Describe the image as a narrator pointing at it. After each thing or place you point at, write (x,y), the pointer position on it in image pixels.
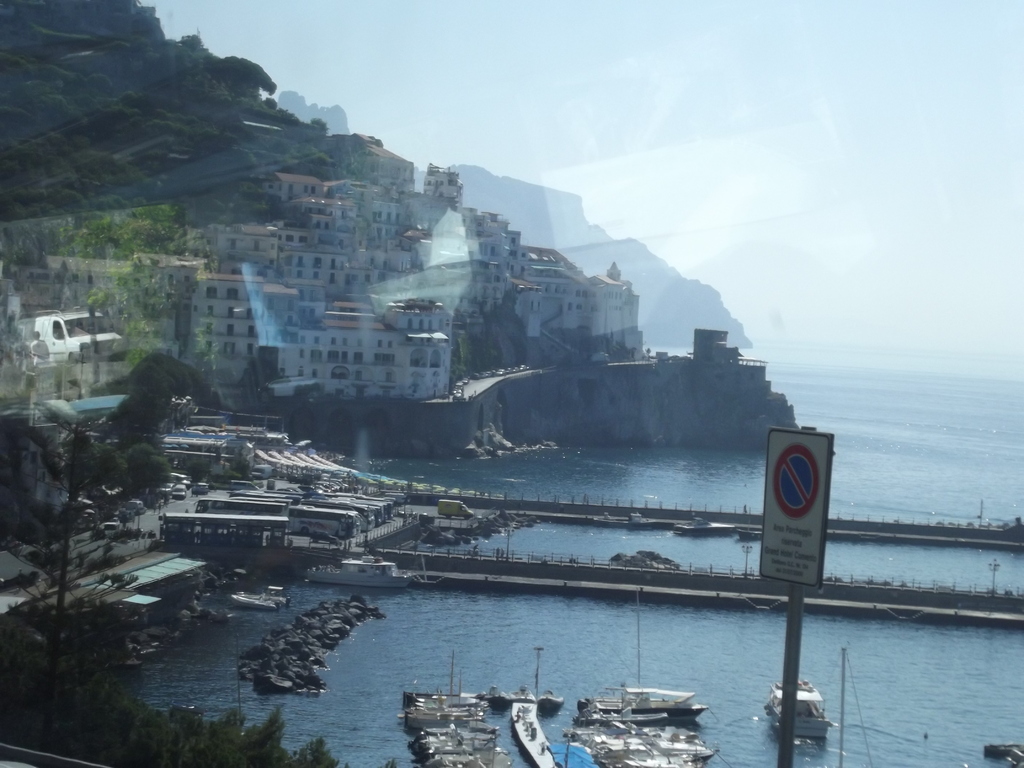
There is a signboard (798,457) attached to the pole (785,668). In the background (636,746), there are boats (647,689) parked at the shipyard (723,515) on the water (907,416), there are trees (76,234), buildings (369,288) on the mountain (204,201) and there are clouds (600,135) in the sky (584,111).
